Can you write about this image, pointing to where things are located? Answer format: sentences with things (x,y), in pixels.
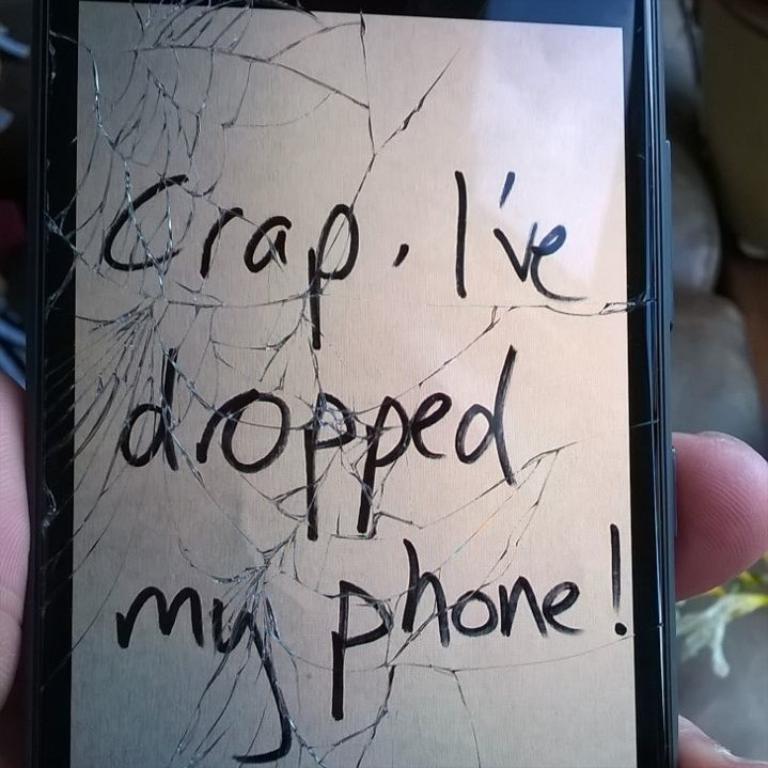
In this picture we can see a person (689,483) is holding a mobile phone (455,461), and we can find some text (146,409).
